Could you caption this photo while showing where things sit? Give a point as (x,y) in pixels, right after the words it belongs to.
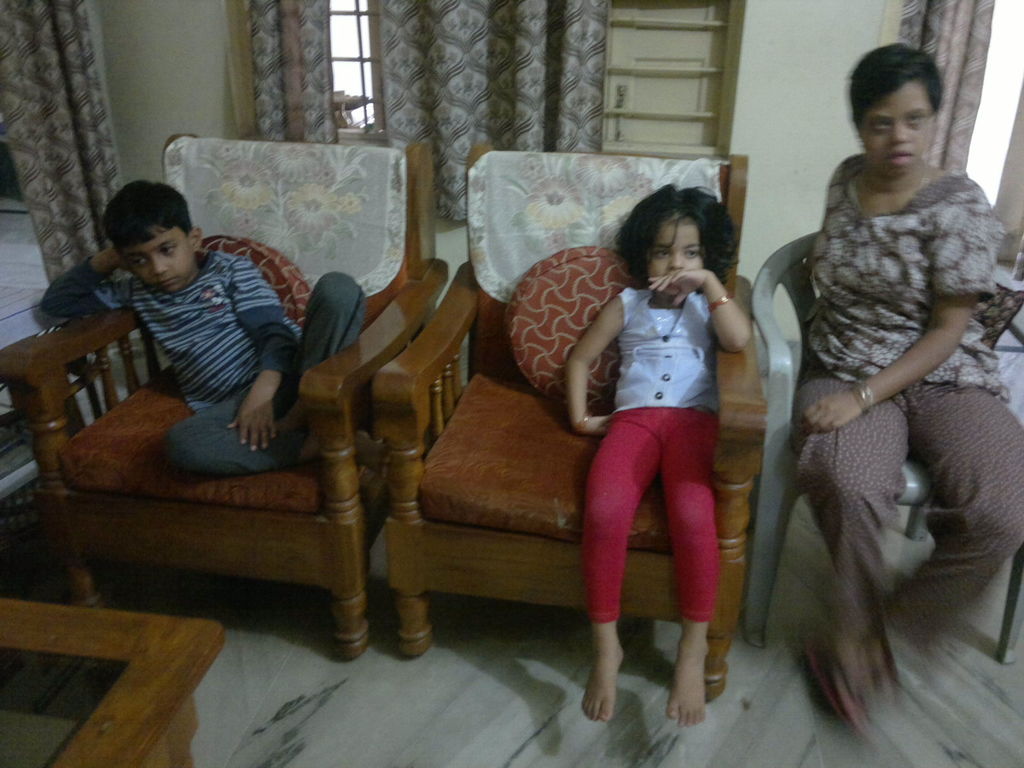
These 3 persons (728,251) are sitting on a chair (102,338). This is window (682,44) with curtain (524,76). In-front of this boy (157,266) there is a table (61,690). On this chairs (504,286) there are pillows (562,315).
